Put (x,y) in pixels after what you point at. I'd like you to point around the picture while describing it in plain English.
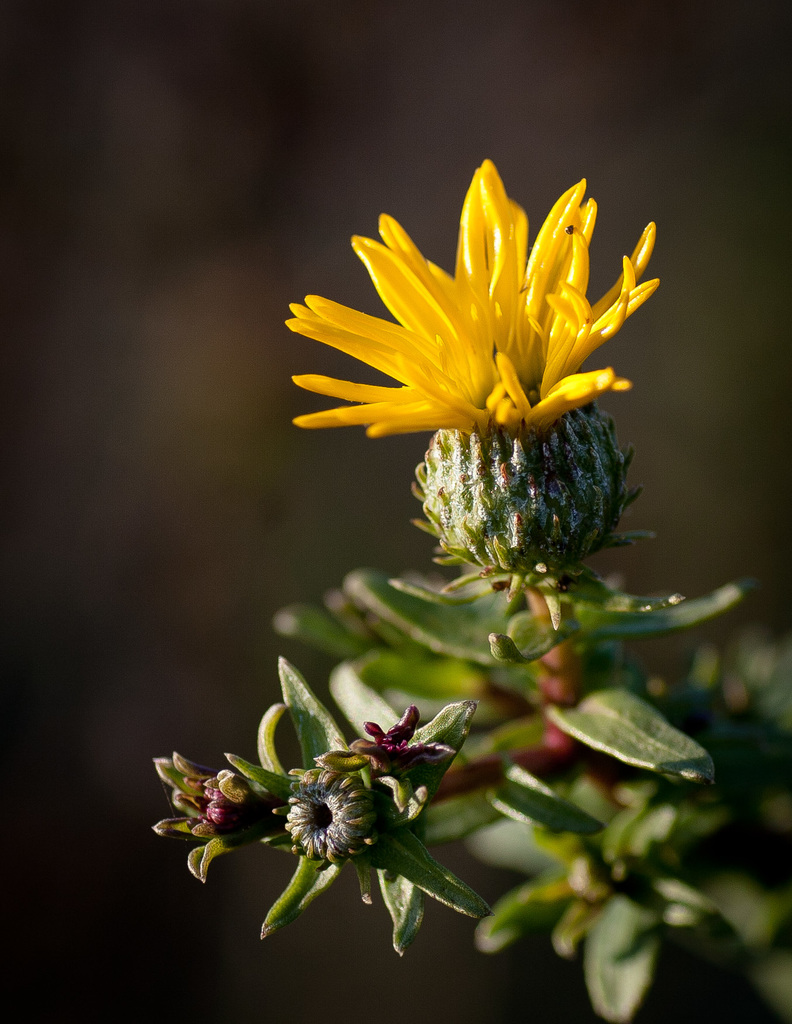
In this picture we can see flower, buds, stems (481,782) and leaves (566,825). In the background of the image (500,135) it is blurry.
